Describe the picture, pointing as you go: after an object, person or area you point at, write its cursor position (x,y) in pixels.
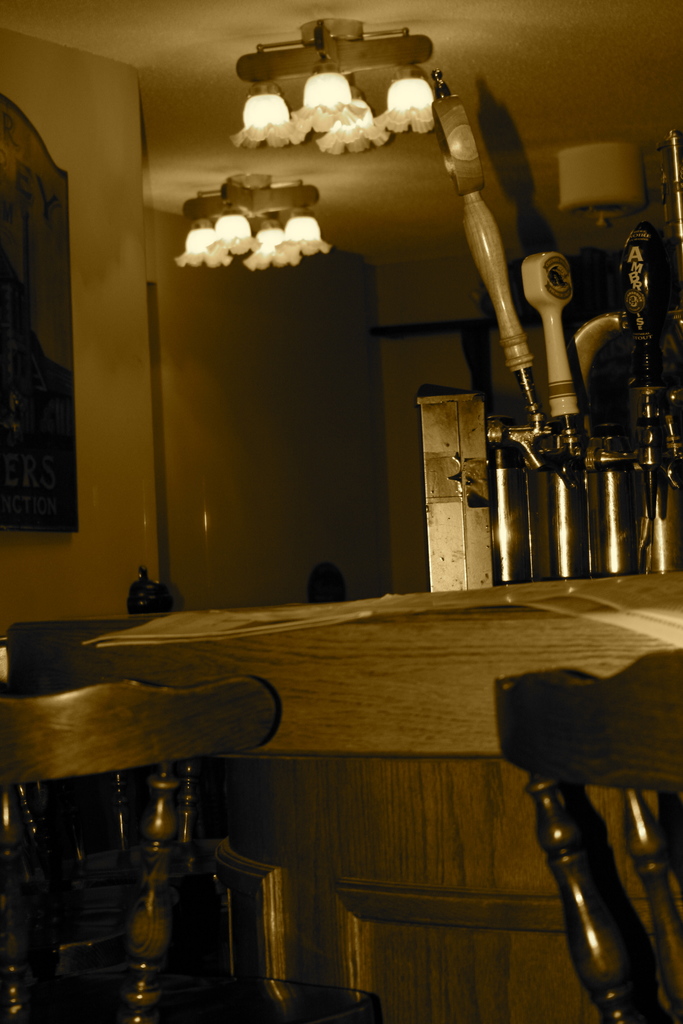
In this image I can see the chairs (236,750) and the table (349,711). In the background (583,525) I can see some objects (583,525), lights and the board (11,209) to the wall (115,242).
